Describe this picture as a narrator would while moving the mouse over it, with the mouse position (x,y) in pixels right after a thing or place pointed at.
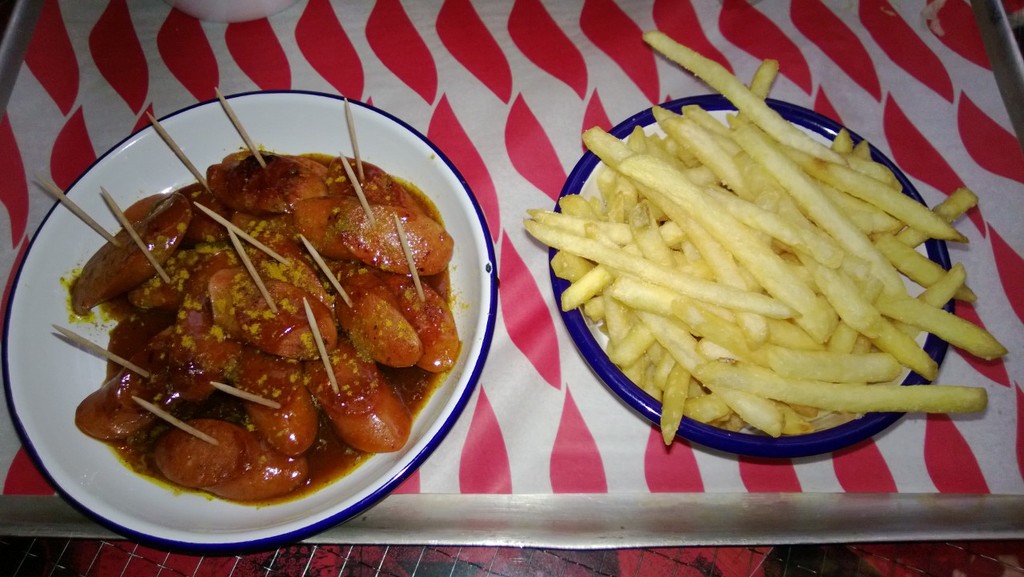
In this image we can see french fries (689,288) and other food item (215,244) with toothpicks (99,223) to them in the plates (46,236) on a platform (197,47).
